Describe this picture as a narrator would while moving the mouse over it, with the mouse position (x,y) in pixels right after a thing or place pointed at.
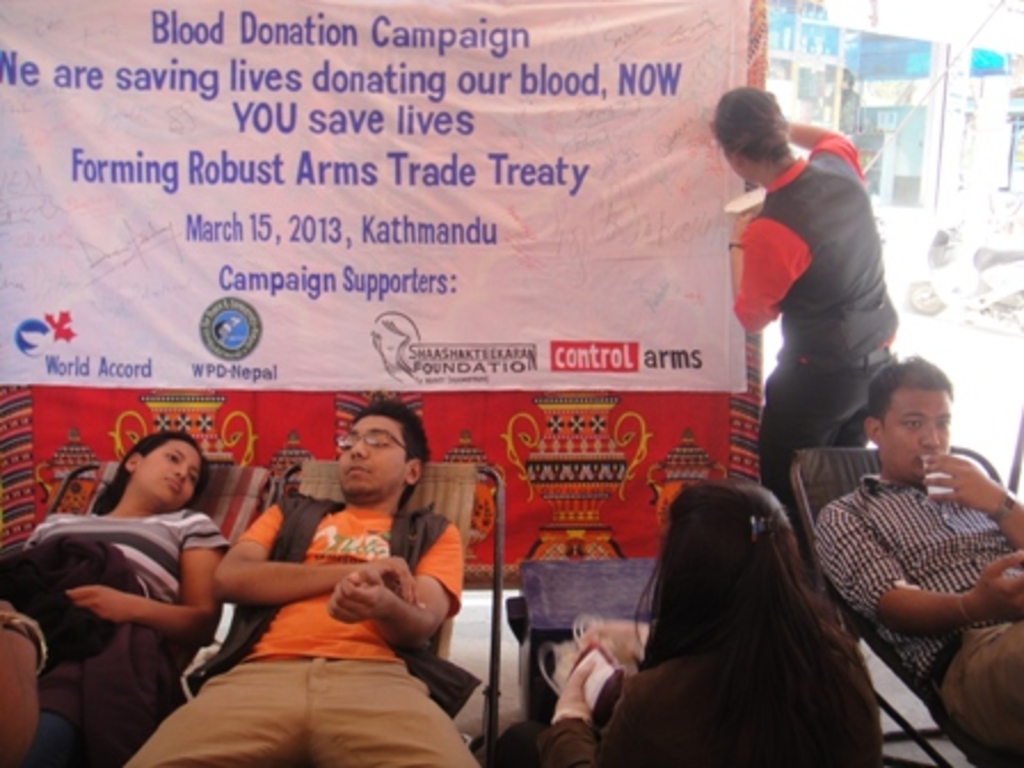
There are three people (207,558) sitting on chairs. On the right (966,551) a person (934,531) is holding glass (930,481) and drinking. He is wearing a watch (1009,503). Another person (451,568) is wearing a specs (383,442). In the front (637,691) a lady (643,677) is sitting and holding a cover (592,655). In the background (396,254) there is banner (556,234) and a person (769,222) is standing near the banner (724,289).
